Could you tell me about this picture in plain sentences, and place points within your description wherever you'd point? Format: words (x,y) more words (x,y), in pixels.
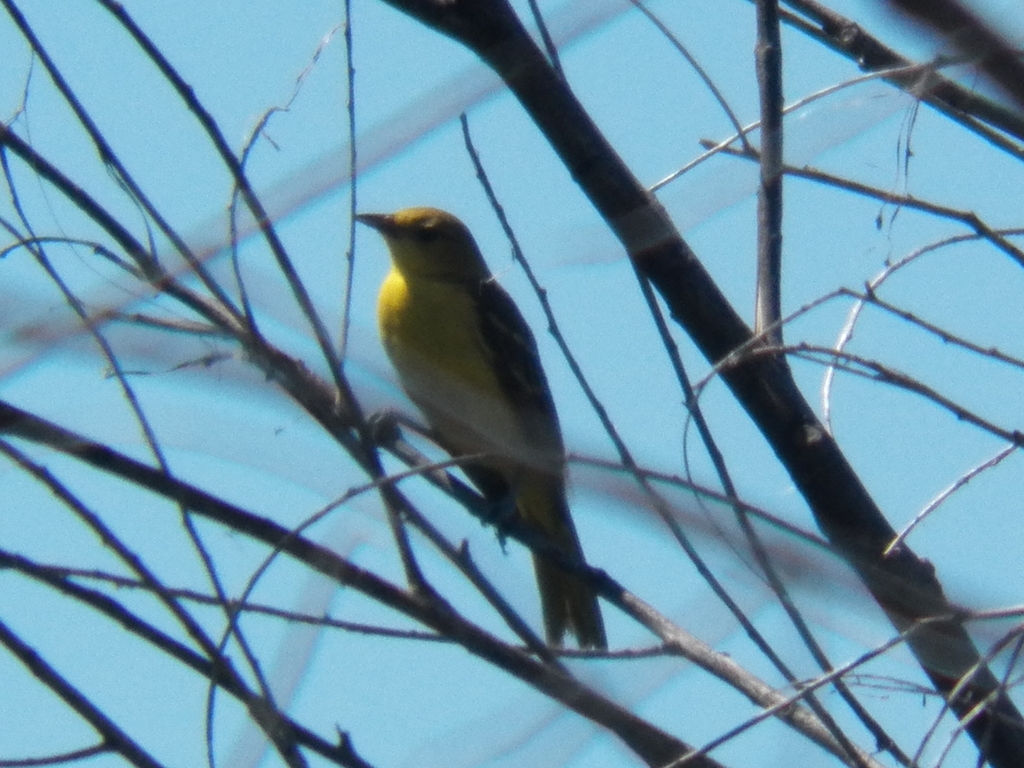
In this image there is a bird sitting on the branches (750,636) of a tree (750,636).
